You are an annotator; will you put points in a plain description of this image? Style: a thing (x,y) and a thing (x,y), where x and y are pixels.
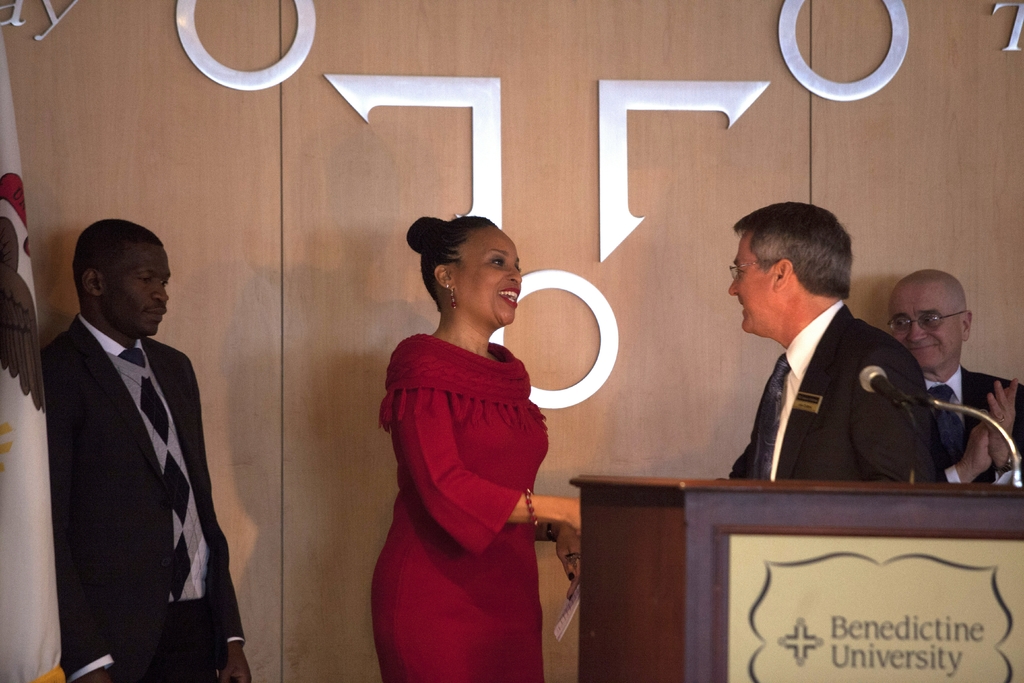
In the image we can see there are three men (887,356) and a woman (467,415) standing and they are wearing clothes (783,418). This is a podium (951,549), microphone (1015,445), earrings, bracelet (533,519) and a piece of paper (561,629). This is a wooden wall (550,651).
